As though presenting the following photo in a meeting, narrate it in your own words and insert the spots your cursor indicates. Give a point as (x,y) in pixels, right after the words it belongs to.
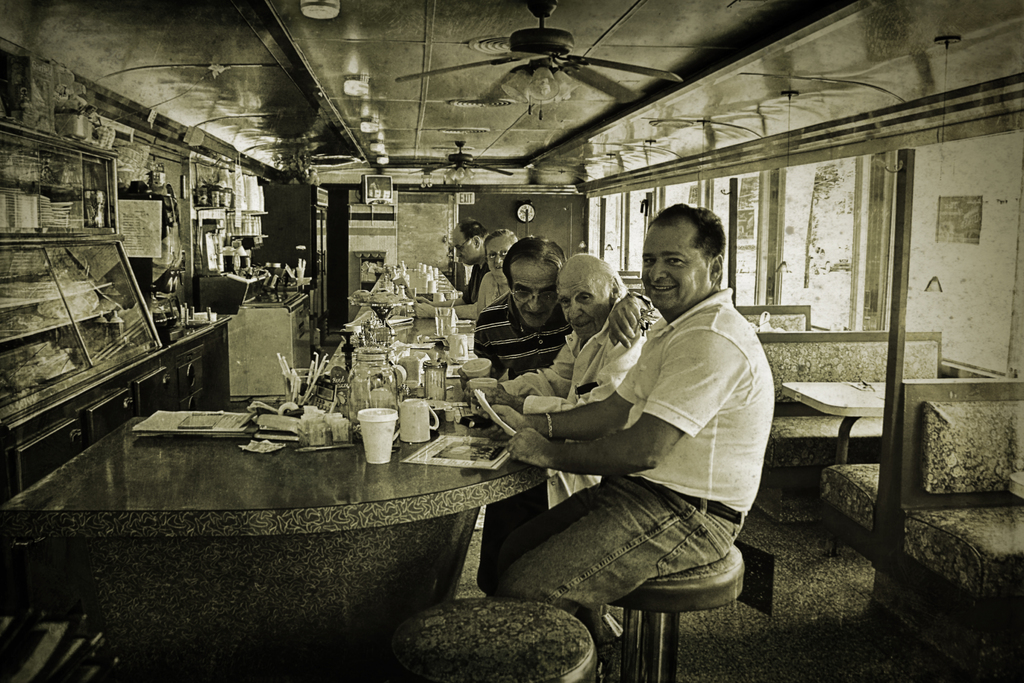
There is a man (693,323) in white color t-shirt (688,367), laughing and sitting on a stool (665,608). In front of him, there is a table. there are glasses (374,423), jugs (366,358) and items (386,408) on it. Beside him, other people (535,262) some of them are sitting and remaining are standing. In the background (550,80), there is a fan (471,165), clock (520,213), glass (593,204), chairs (776,308). On the left hand side (109,292), there is glass (114,289), cupboard (168,364) and shelves (49,333).
